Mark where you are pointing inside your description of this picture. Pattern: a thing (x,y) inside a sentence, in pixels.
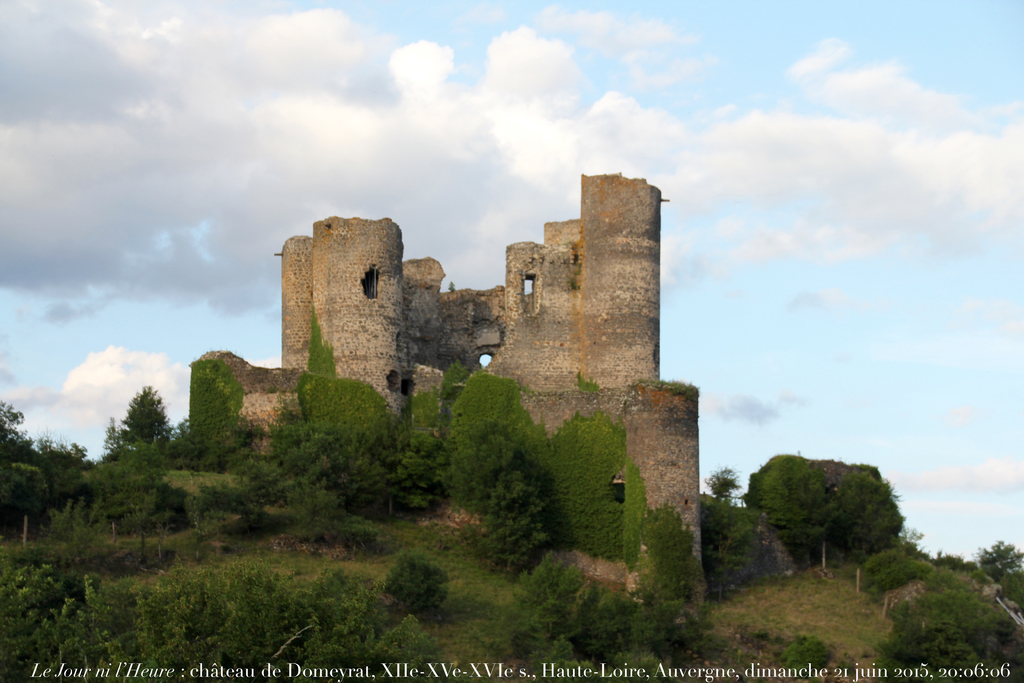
In this image I can see many trees (350,479) and the fort (434,362). In the background (687,178) I can see the clouds (457,164) and the sky (705,33).
